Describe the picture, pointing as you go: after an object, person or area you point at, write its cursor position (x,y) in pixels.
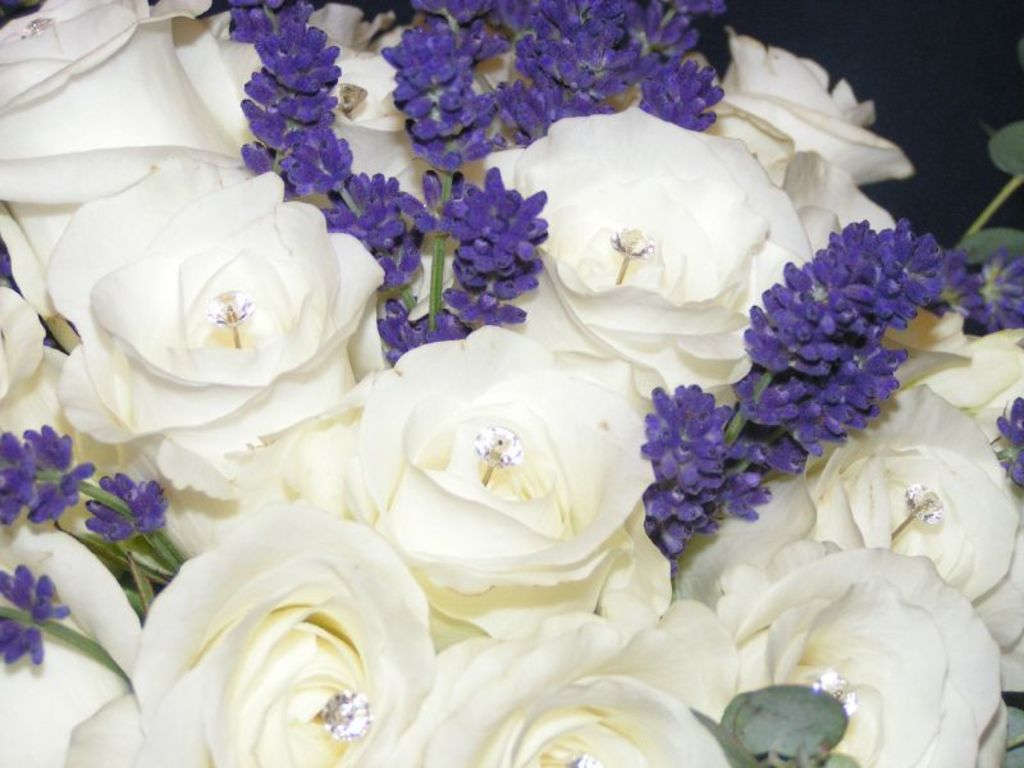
In the center of the image (503,380) we can see flowers (513,466).
